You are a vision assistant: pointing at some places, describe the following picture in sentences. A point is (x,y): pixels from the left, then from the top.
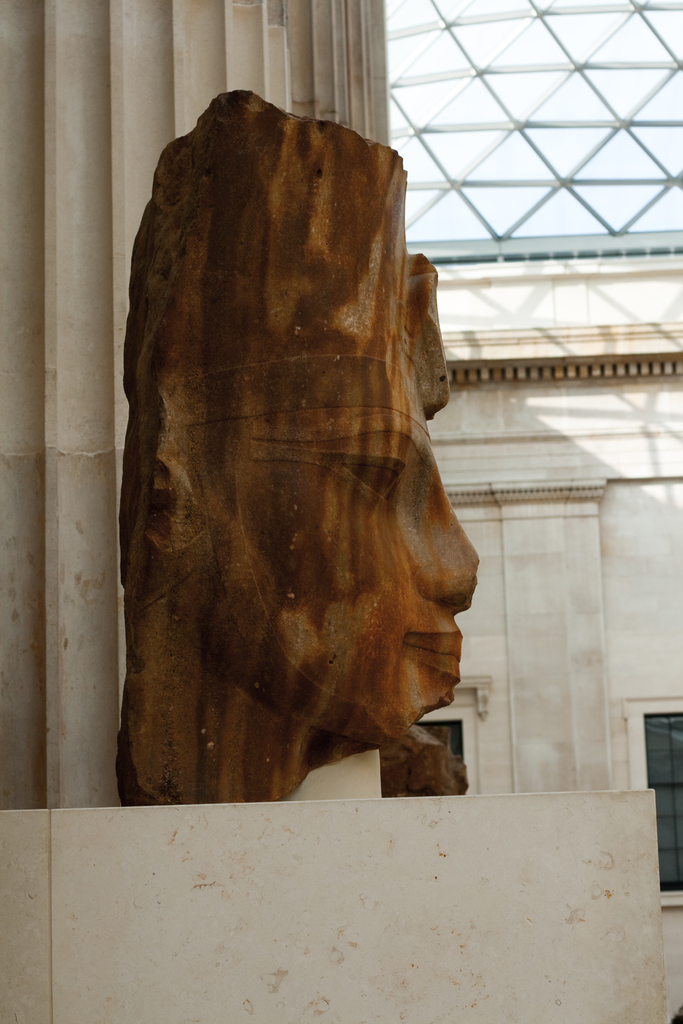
In this picture we can see the stone sculpture (344,692) of the face (353,688), placed on the marble top (538,848). Behind there is a glass shed (552,241).
